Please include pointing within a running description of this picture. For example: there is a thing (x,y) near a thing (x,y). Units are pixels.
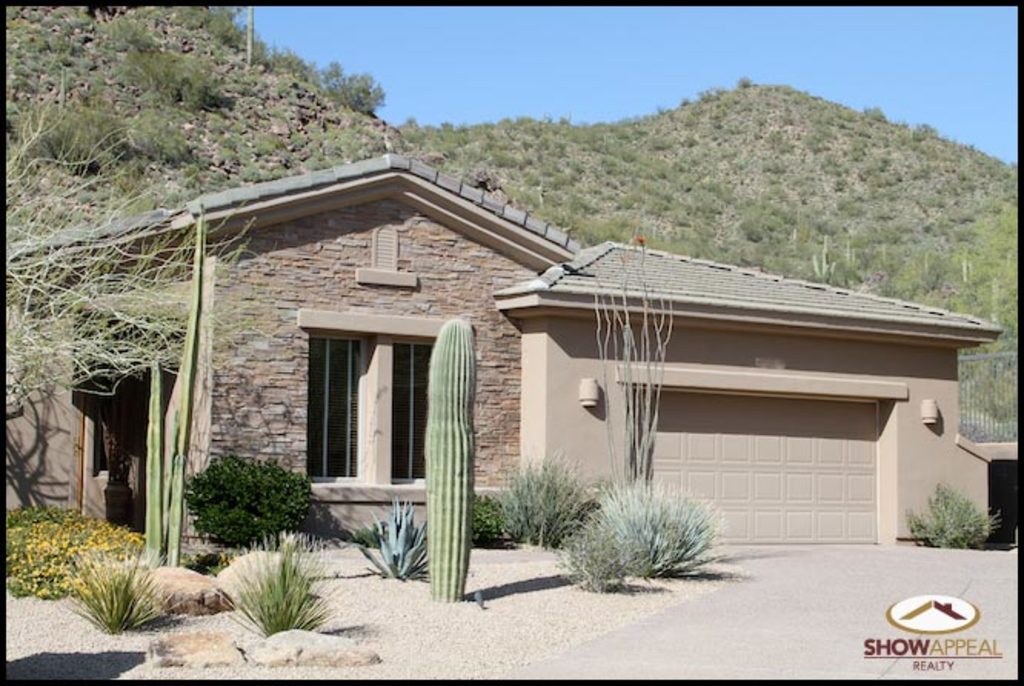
In this image we can see a house (482,364) which is of stone wall (330,242), there is door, window (331,391) and at the background of the image (225,184) there is mountain (613,133) and clear sky (421,63).
